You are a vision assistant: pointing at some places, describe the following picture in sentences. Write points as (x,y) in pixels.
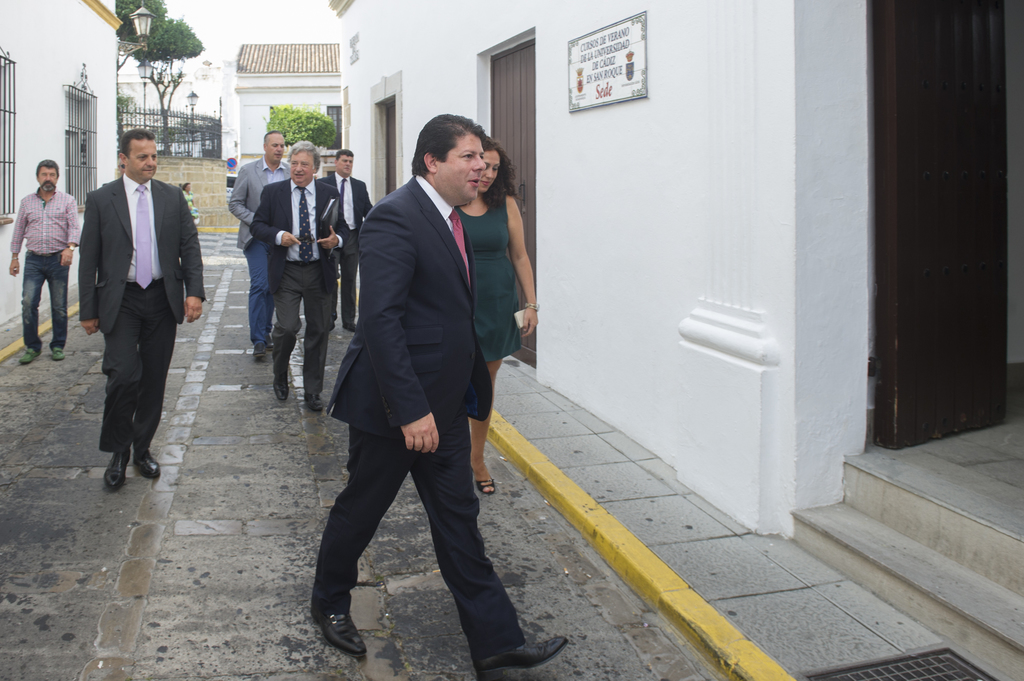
In the picture group of people (315,255) are walking into a room (928,356), all of them are men (380,310) and there is only one woman (480,292) among them, most of them are wearing blazers (178,227) and behind these people (291,166) there is another complex (242,146) and in the background (291,107) there are few trees (296,120).
